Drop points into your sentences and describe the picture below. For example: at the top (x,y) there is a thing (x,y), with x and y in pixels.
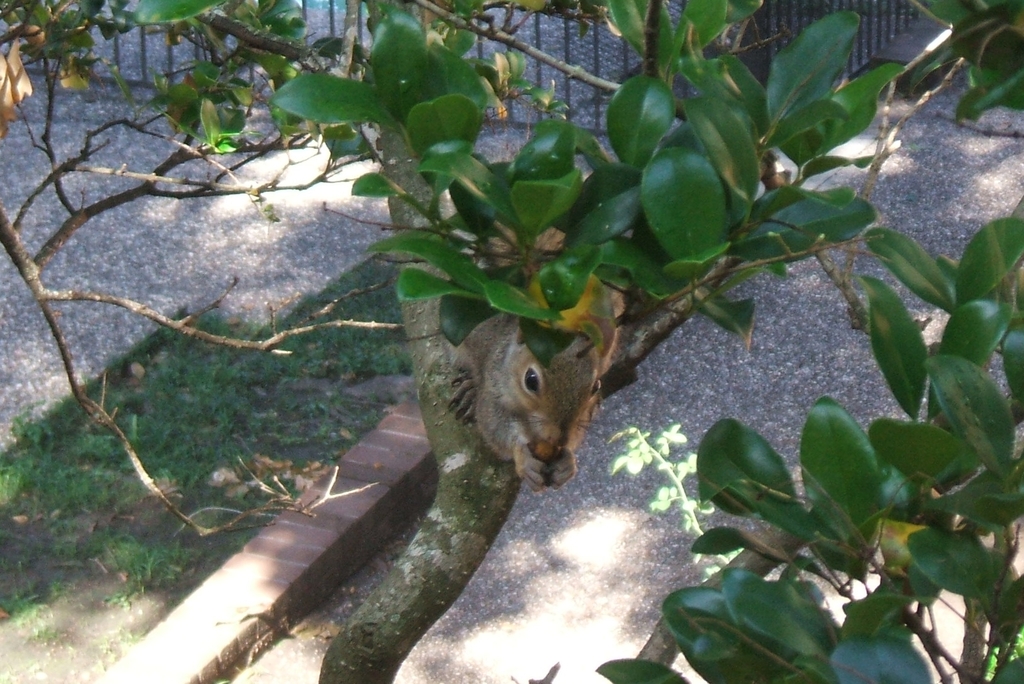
Here there is an animal (539,395) on the tree (972,363), where there is grass (221,449).
